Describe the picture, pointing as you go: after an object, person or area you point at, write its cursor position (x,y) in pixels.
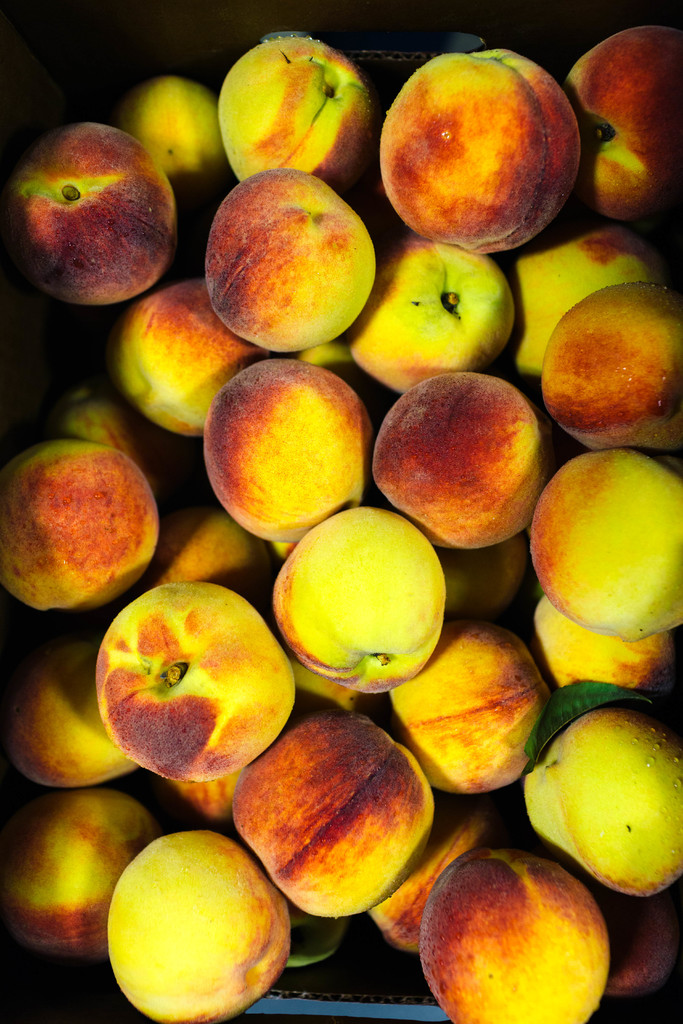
This picture shows bunch of peaches (299,220) in the box (324,972).
